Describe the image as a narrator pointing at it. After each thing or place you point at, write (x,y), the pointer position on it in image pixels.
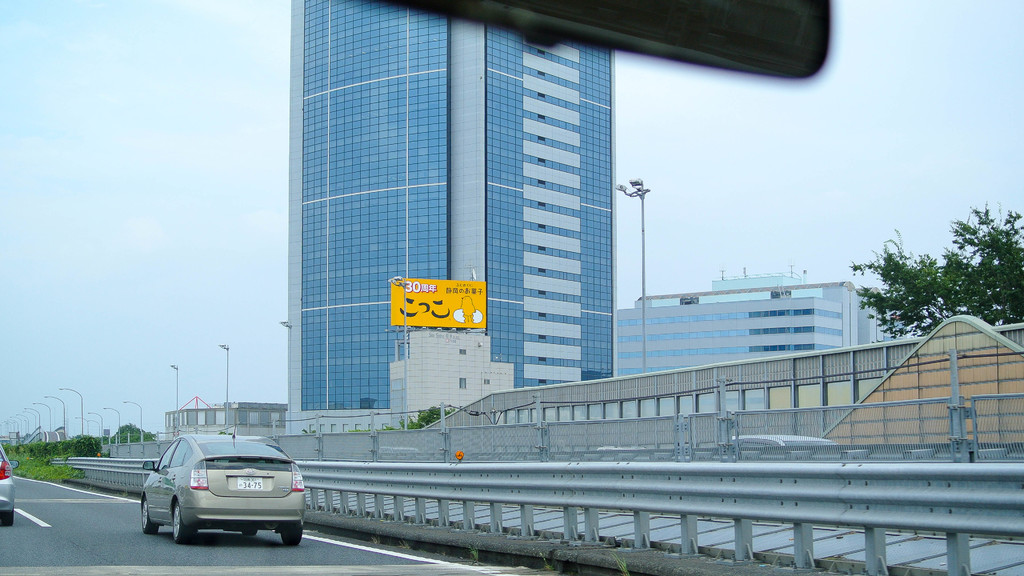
In this image I can see the road (40,552). On the road (125,522) there are vehicles (163,478). To the side of the road (55,492) I can see the railing (713,483), poles (50,431) and the trees (58,445). In the background (363,323) I can see the buildings (361,218), trees (892,300) and the yellow color board (468,284). I can also see the sky (86,207) in the back (94,286).
